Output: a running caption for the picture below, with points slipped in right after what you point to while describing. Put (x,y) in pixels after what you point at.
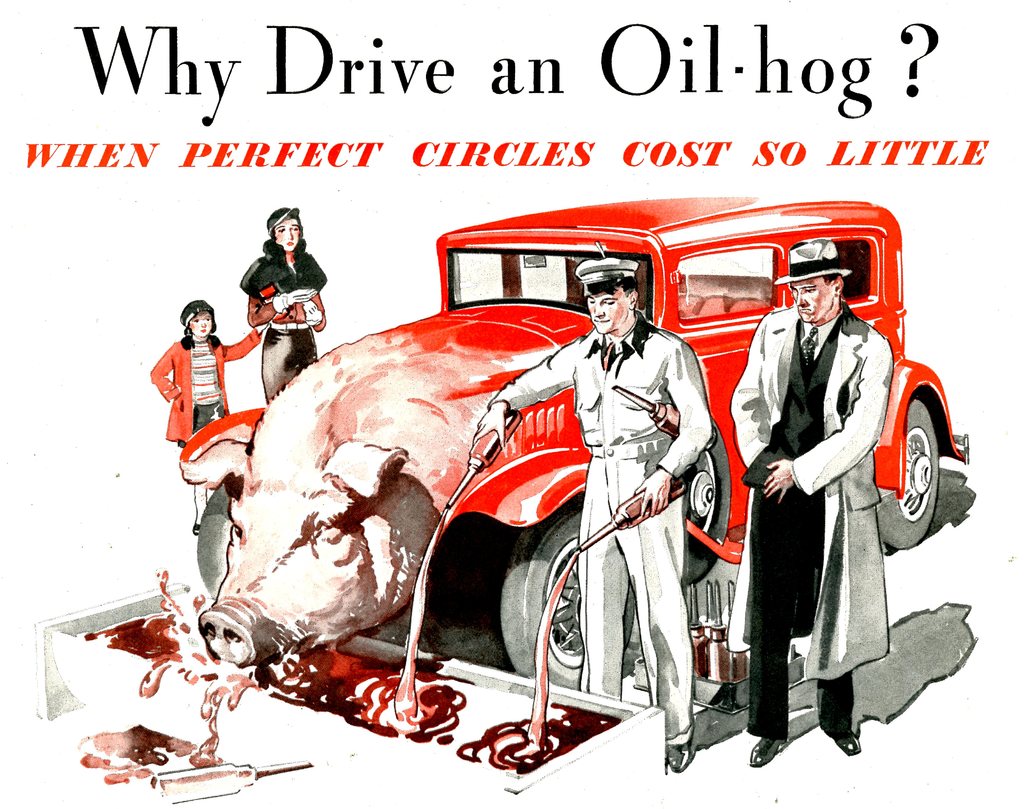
This is an animated poster. In the center of the picture (564,387) there are people (186,373), bottles (705,647), car (382,542) with the face (288,553) of pig (289,590) and some liquid (174,633). At the top (863,66) there is text (627,82).
